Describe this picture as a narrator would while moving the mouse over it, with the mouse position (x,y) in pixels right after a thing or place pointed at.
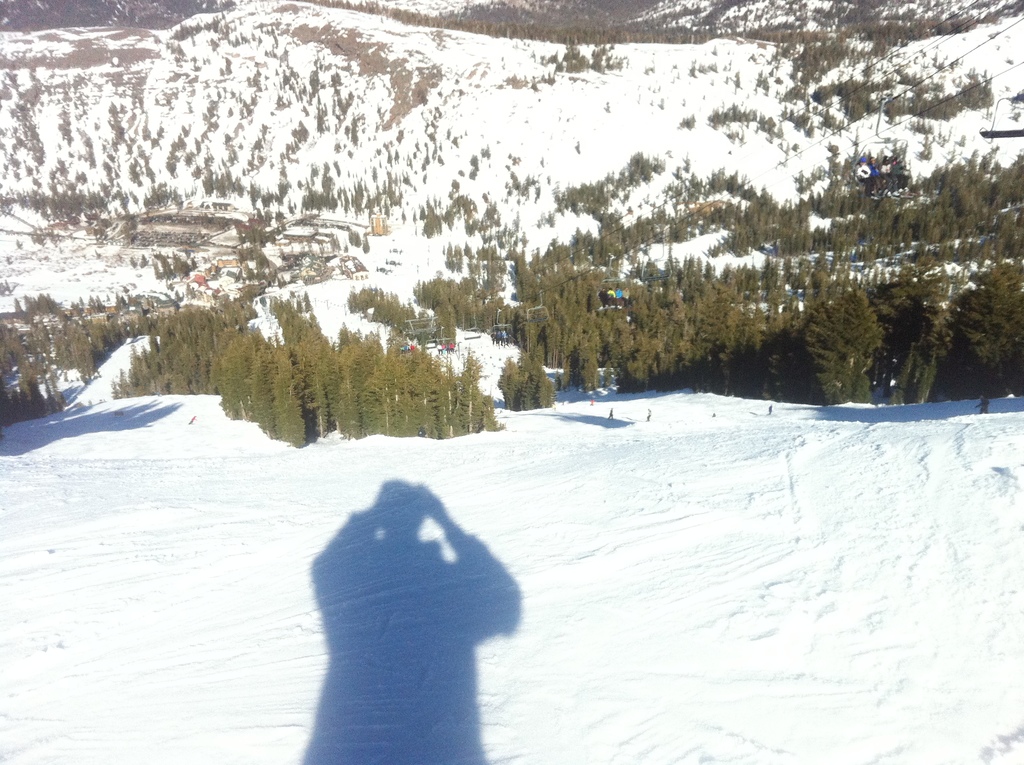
In this image few persons (650,411) are on the snow (729,404) at the right side of the image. Background (1006,349) there are few trees (904,114) on the land (97,260) which is covered with snow (565,723).
